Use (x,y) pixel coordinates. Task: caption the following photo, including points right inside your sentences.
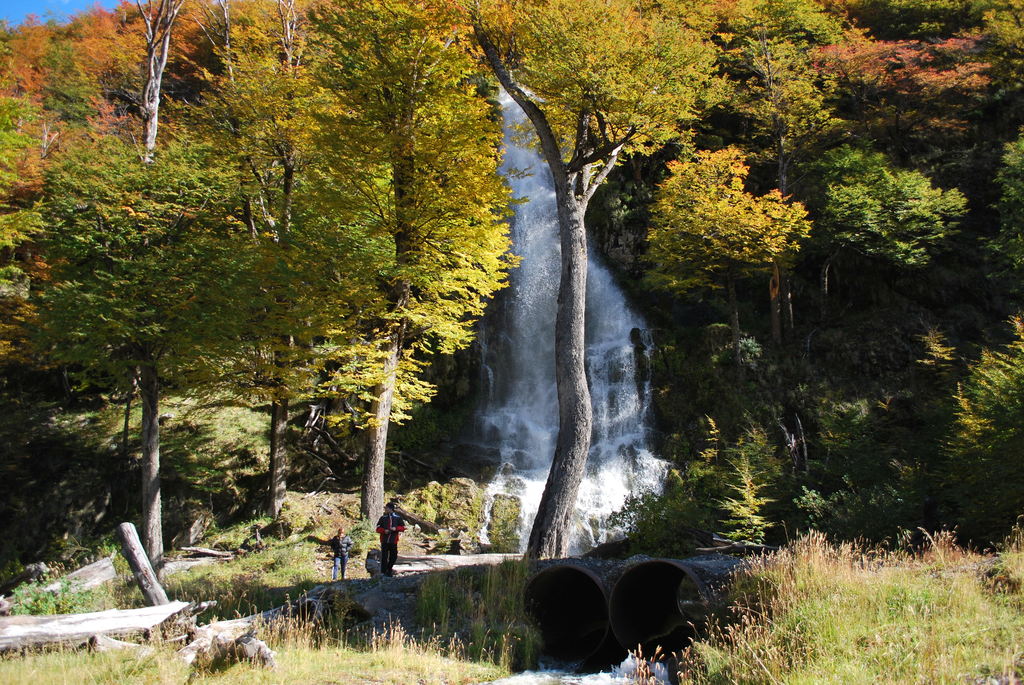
In this image I can see two huge pipes (555,600), water (604,674) coming from the pipes (563,651), some grass (828,626) on the ground (341,658), two persons (338,546) standing and few trees (215,261) which are green and orange in color. I can see the waterfall (513,166) and the sky (43,14).
